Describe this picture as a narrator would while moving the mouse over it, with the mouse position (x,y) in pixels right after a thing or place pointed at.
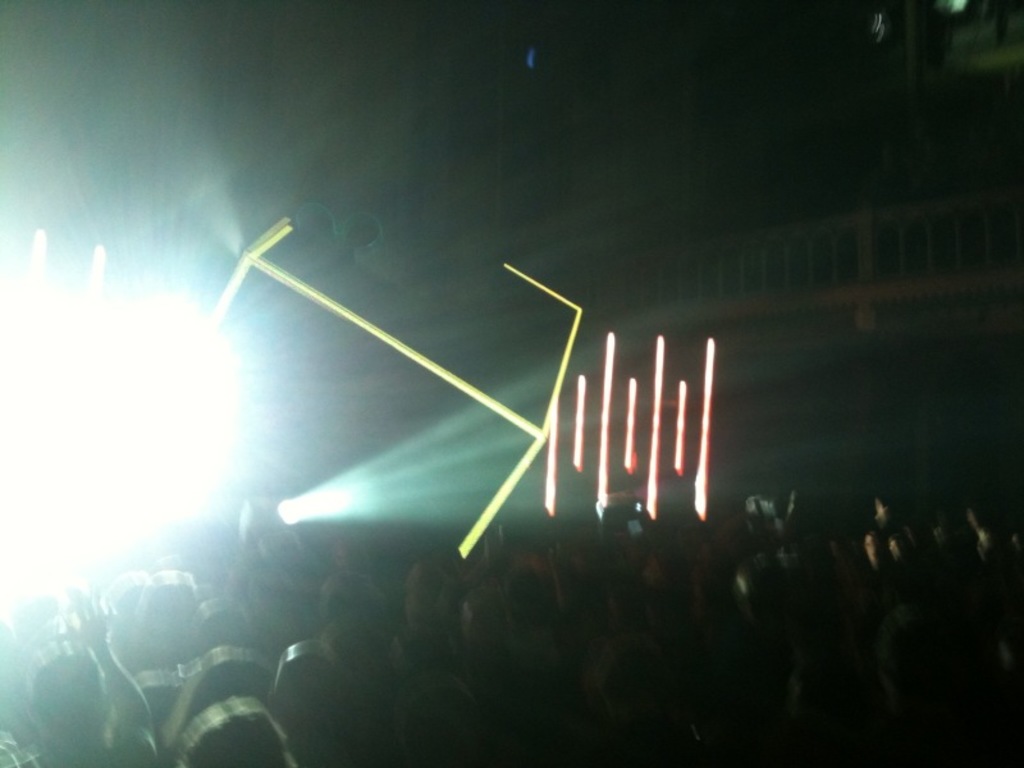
In this image we can see some people (935,670) and there are some lights (556,459) and in the background (650,83) the image is dark.
